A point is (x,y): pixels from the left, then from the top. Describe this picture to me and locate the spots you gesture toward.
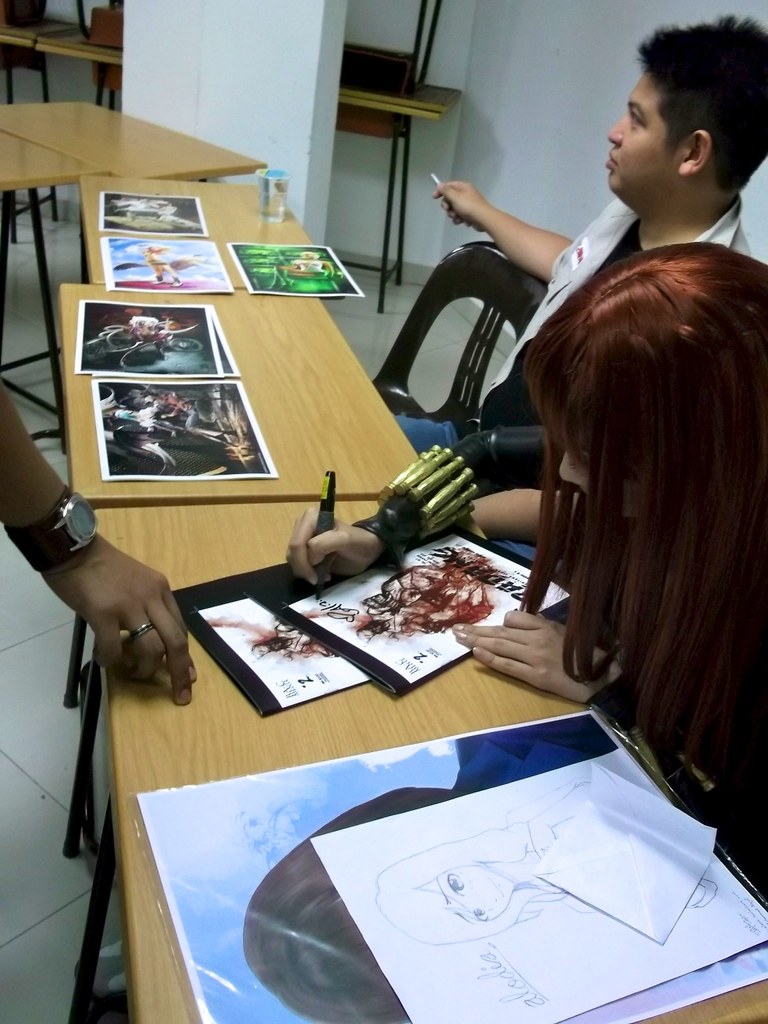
In the picture we can see some tables (62,315) and near it, we can see a man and a woman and woman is drawing something on the paper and opposite to her we can see a person's hand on the table (238,549) and beside the tables (255,736) we can see the pillar (289,104) and behind the pillar (326,109) also we can see some tables (354,115) one on the other near the wall (380,157).
